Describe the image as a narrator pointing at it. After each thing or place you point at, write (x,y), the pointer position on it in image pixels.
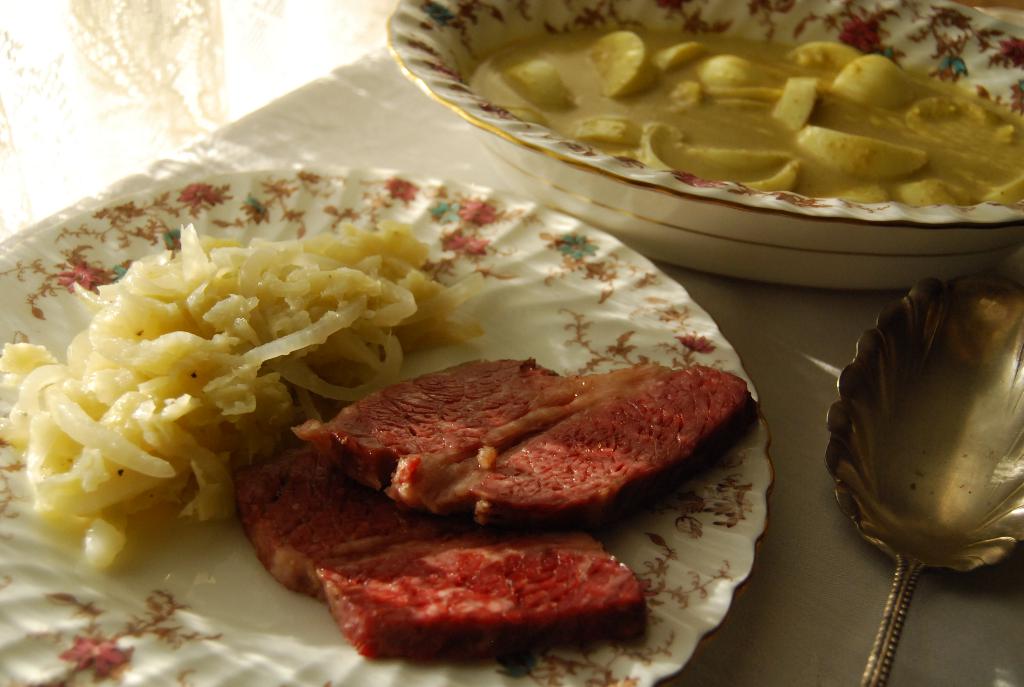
In this image we can see some food items (594,103) on white plates (731,358).
